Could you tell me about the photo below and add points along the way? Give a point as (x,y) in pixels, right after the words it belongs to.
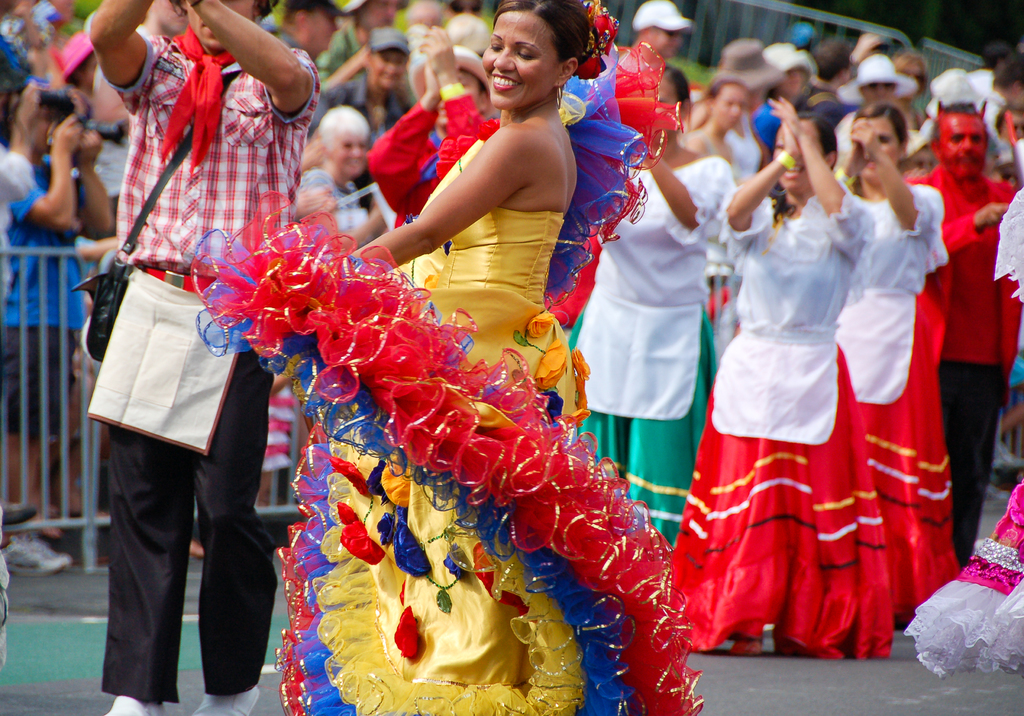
This is an outside view. In the middle of the image (450,319) there is a woman (469,309) wearing costume (462,489), smiling and dancing on the road (740,709). On the left side (172,345) there is a man (225,200) standing. In the background (864,343), I can see a crowd of people (857,261) standing, smiling and clapping their hands (793,127) by looking at this woman (472,270). On the left side (28,423) there is a railing (45,473).
